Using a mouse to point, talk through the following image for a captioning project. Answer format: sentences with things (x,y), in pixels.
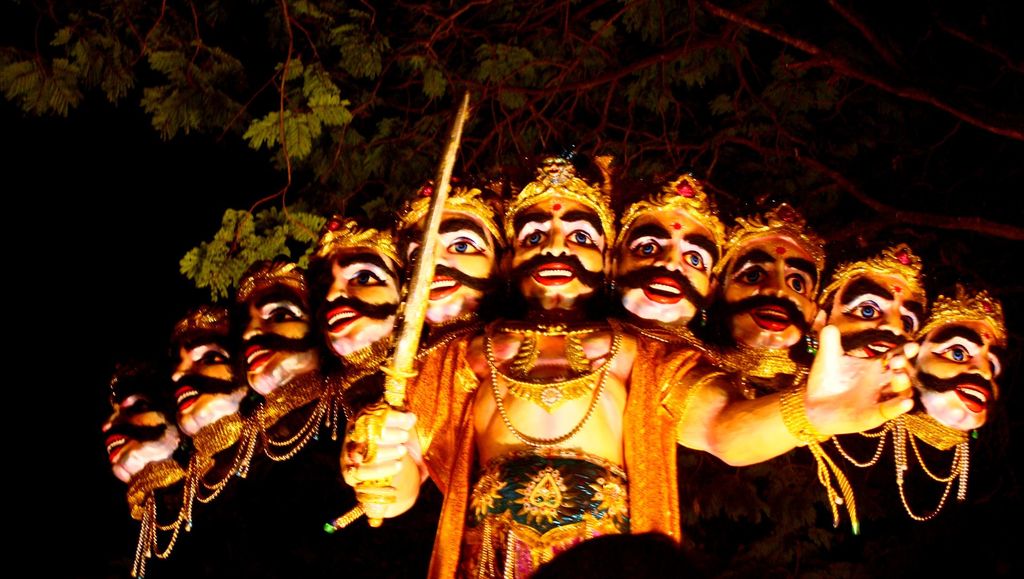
In this picture I can see there is an idol (408,412), it has many heads (363,334), I can see there is a sword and there is a tree (500,126) in the backdrop (413,140), the rest of the image is dark.
